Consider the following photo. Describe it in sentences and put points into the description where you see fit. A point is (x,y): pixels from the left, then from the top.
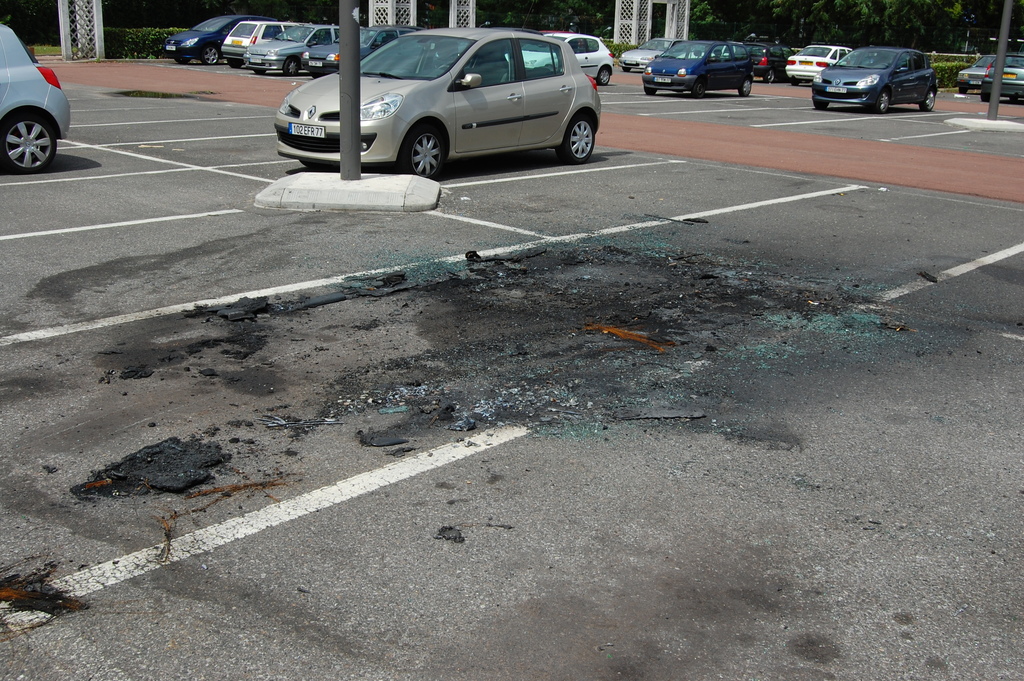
In the foreground (178,610) we can see road (637,344) and some waste materials (525,296). In the middle of the picture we can see poles (995,84) and cars (437,44). In the background (378,25) we can see trees (181,20), plants (158,39) and some iron frames (618,5).
